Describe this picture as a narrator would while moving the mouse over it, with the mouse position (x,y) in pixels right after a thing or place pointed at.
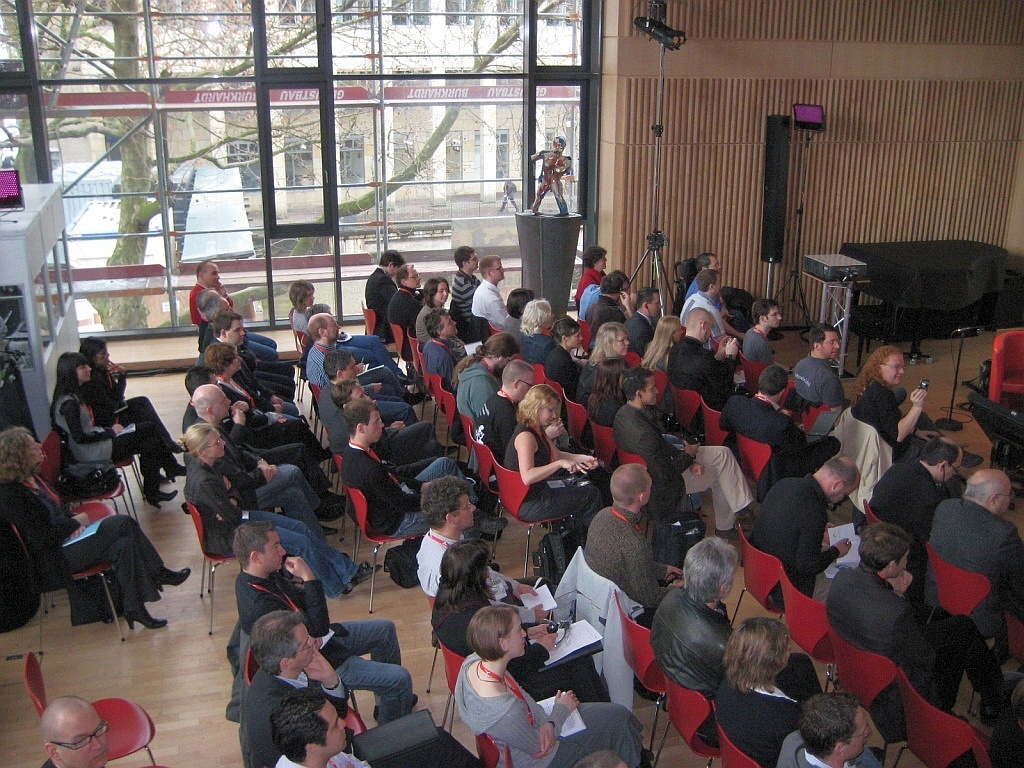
In this picture we can see some people (665,365) are sitting on chairs (541,378), some of them are holding papers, there are glasses (390,218) in the middle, from these glasses (142,134) we can see a building (174,120) and a tree (154,209), we can also see a light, a speaker (781,247), a stand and a figurine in the middle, on the right side (856,259) there is a projector (851,275).
